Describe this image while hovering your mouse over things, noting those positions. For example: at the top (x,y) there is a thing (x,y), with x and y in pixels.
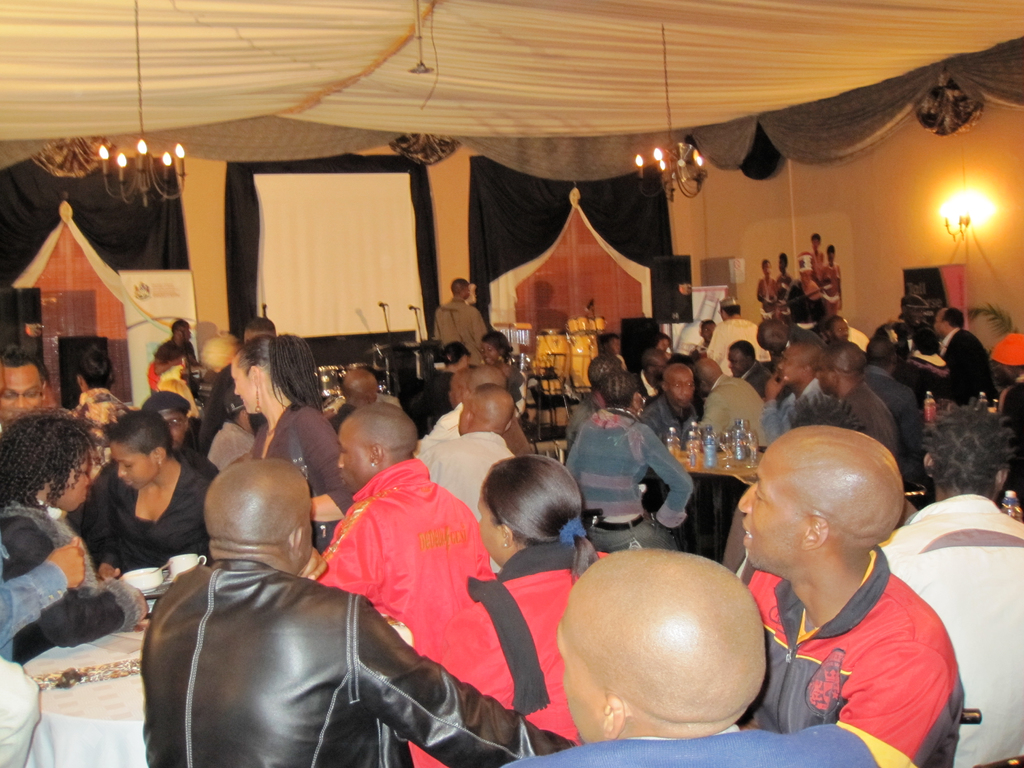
In this picture we can see there are groups of people (452,571) sitting on chairs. In front of the people (415,482) there are tables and on the tables (680,456), there are bottles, cups (191,559) and glasses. Behind the people (233,498) there are some objects (436,349). At the top of the image (654,156), there are chandeliers (641,159). On the right side of the image (973,194), there is a plant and light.
